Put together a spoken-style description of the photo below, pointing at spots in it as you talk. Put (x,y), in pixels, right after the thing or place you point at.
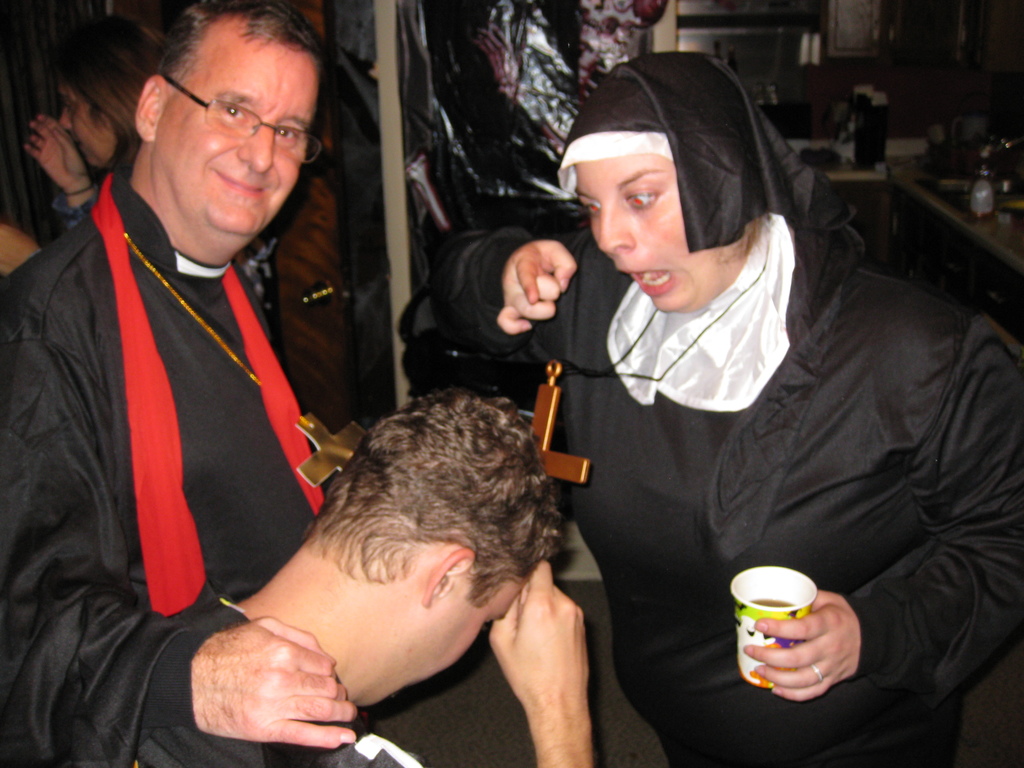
In this image we can a group of people (214,434) are standing. A lady (639,436) is holding a glass (756,588) in a hand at right most of the image (785,587).
